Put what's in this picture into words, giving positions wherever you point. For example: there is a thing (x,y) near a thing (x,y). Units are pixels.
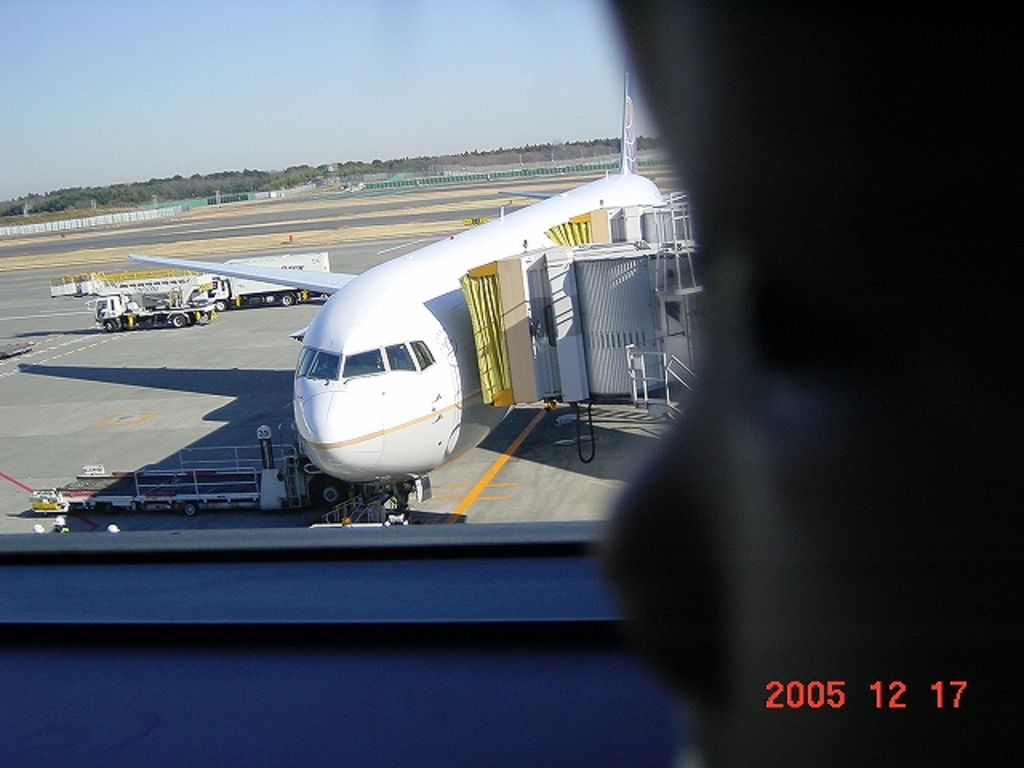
Here in this picture we can see an air plane (475,367) present in an airport (158,234) over there and we can also see a couple of trucks (153,313) present beside it over there and we can see people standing on the ground (497,494) over there and in the far we can see trees (213,189) and plants (244,184) present over there.
